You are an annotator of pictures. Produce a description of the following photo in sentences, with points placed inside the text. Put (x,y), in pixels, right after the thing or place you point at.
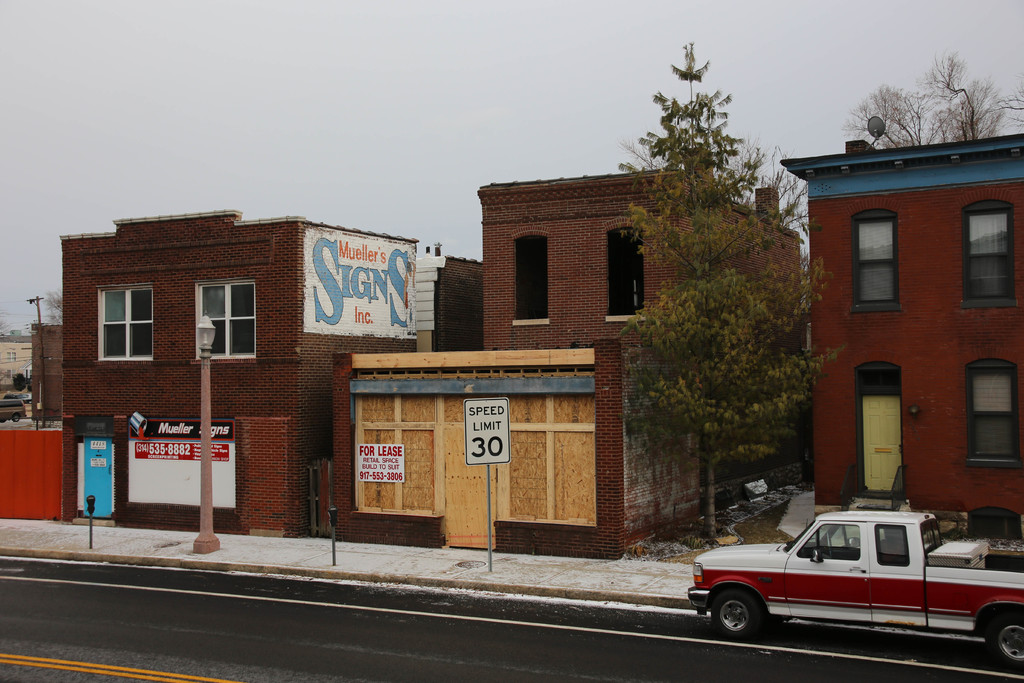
In this picture I can see buildings (933,370), trees (748,317) and I can see a caution board (484,427) to the pole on the sidewalk (523,560) and I can see pole lights (203,461) and I can see a mini truck (809,563) and a cloudy sky (463,190) and I can see painting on the wall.
